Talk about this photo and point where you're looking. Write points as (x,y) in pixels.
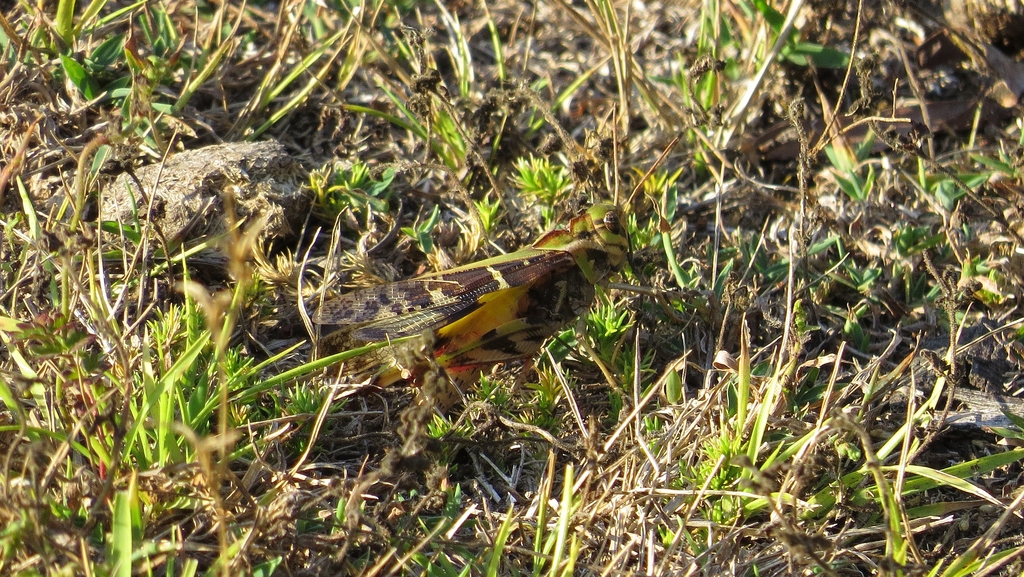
In this image there is an insect (538,243) on the grass (685,413).
